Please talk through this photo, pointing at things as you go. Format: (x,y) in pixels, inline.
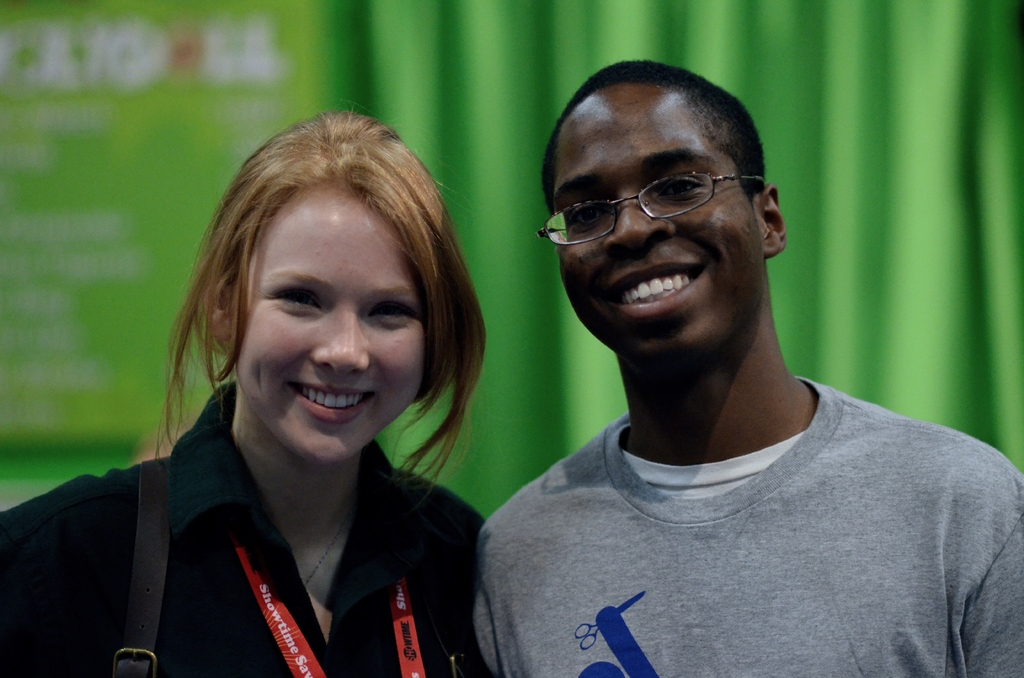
In the center of the image (420,355) we can see a lady (476,525) and a man (635,458) standing and smiling. In the background (474,141) there is a curtain (449,62).
